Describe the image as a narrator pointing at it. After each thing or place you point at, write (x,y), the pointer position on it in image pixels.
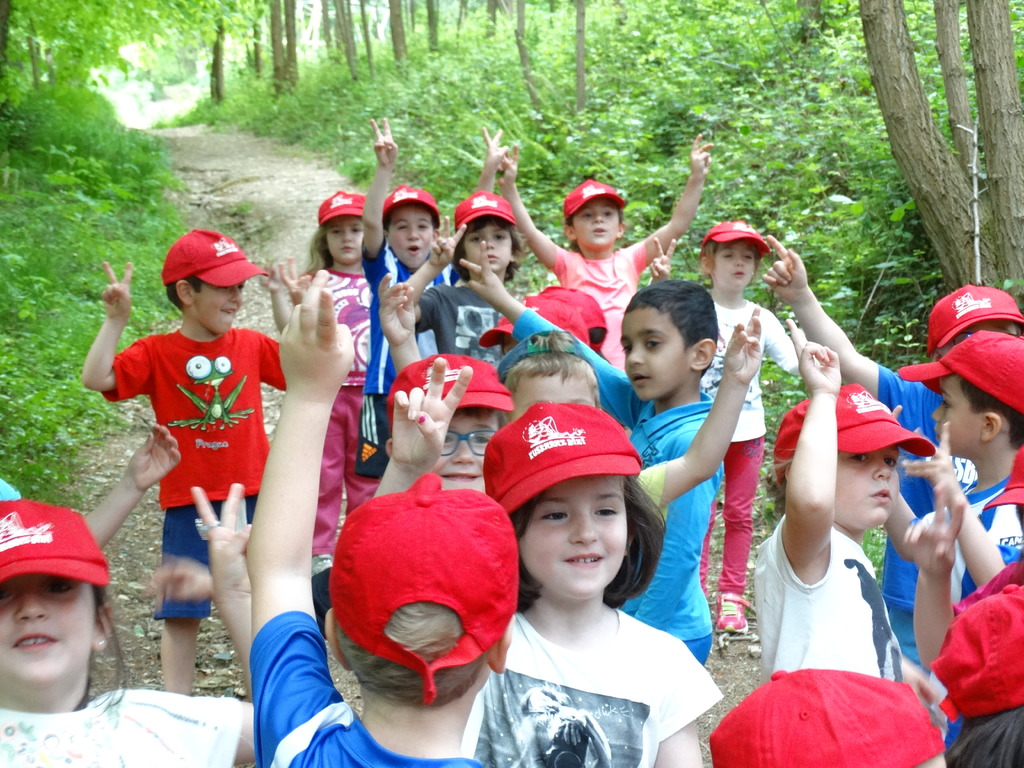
At the bottom of the image (182,613) few people (240,727) are standing and smiling. Behind them there are some trees (949,158) and grass (518,139).
